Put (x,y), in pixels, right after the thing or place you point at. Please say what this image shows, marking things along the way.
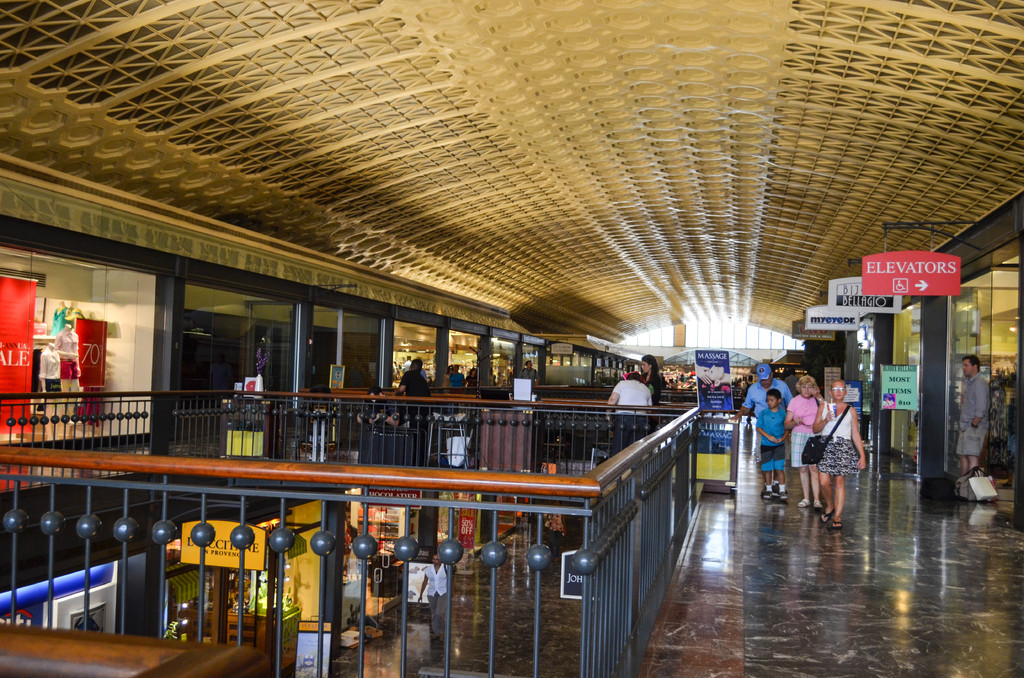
In this image we can see a few people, there are bags (983,485) on the floor (926,544), there are railings (585,620), glass walls (112,323), mannequins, there are boards (17,375) with text (812,336) on them, also we can see lights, and the roof top (716,101).
